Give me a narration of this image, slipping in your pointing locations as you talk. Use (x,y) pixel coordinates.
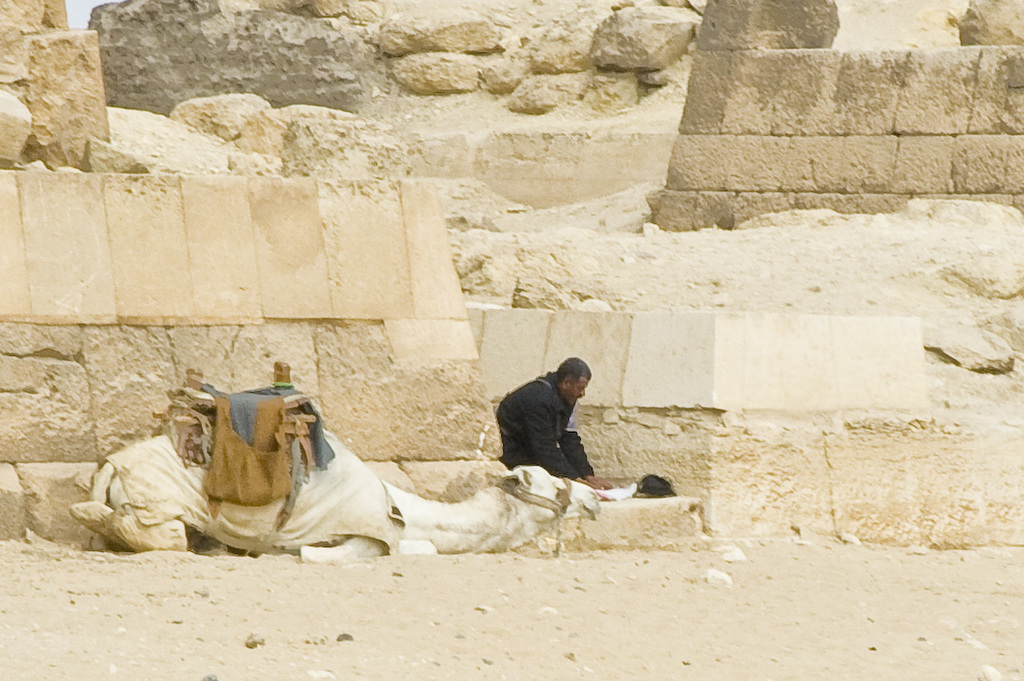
There is a camel (322,488) sitting on the sand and there is a person (531,439) wearing black dress (538,411) beside it and there are some other objects (353,245) in the background (568,96).
